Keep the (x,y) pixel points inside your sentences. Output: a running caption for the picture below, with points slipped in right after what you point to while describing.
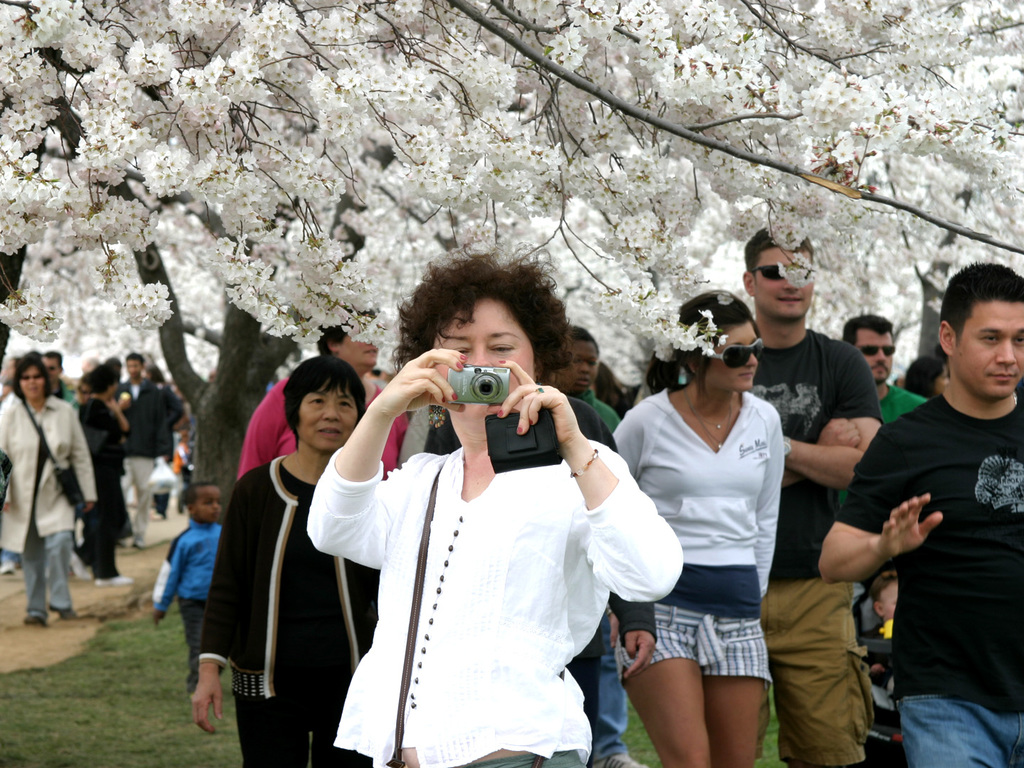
In this image, in the middle (475,403) there is a woman (449,466), she is holding a camera (502,371). In the middle (668,408) there are many people (682,441), they are walking. At the bottom (116,637) there is grassland (85,659). In the background (142,259) there are trees (425,88), flowers (438,134), stems (543,28).
